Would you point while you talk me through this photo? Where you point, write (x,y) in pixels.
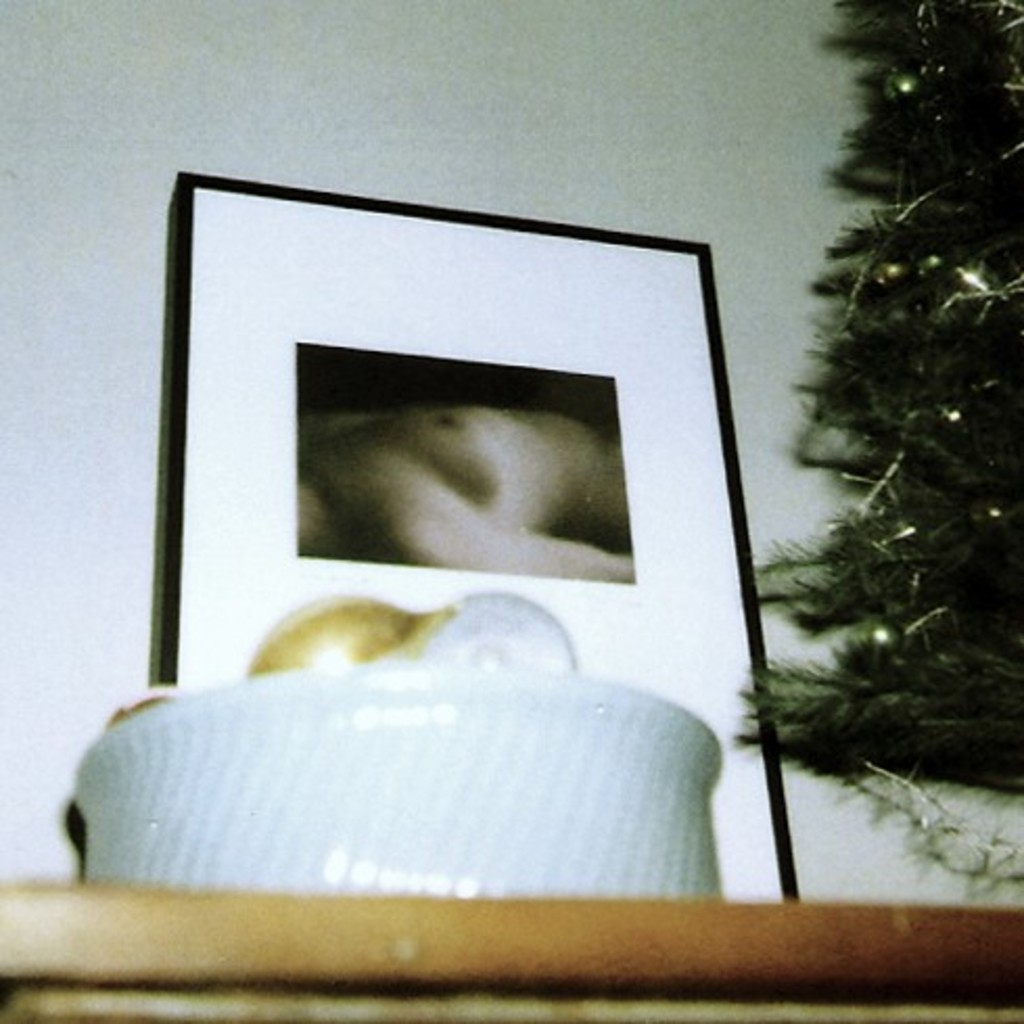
In the foreground of the image (504,841) we can see a bowl (360,787) placed on the table (939,947). To the right side of the image (957,601) we can see a tree (932,353). In the background (515,510), we can see a photo frame (428,493).
